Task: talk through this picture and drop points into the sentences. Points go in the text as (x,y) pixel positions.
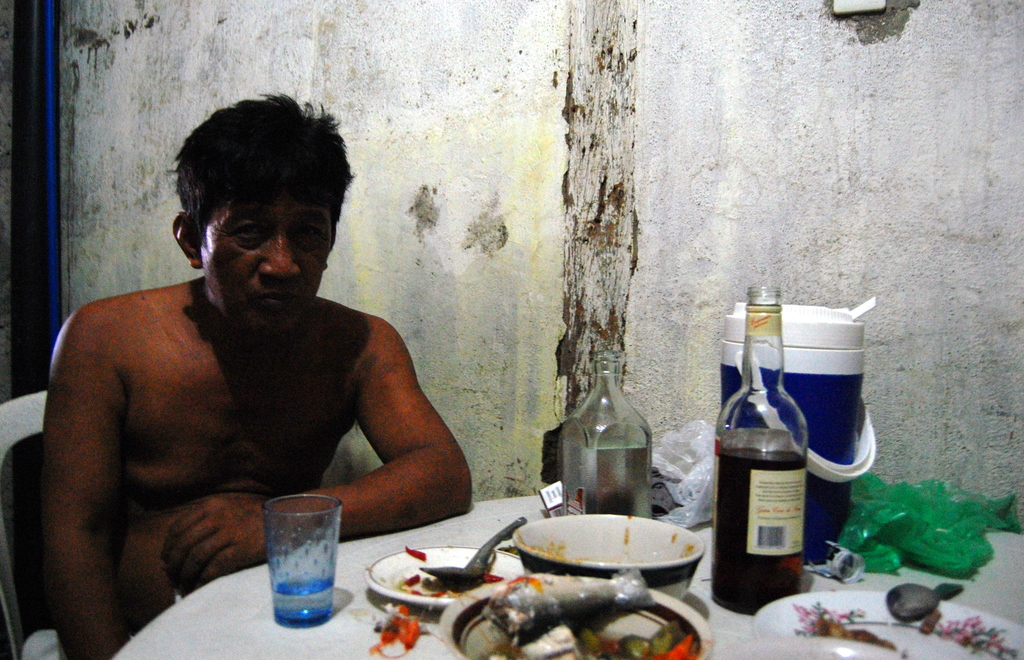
This is a picture of a person (219,444) who is sitting on the chair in front of the table (338,569) on which there are two bottles (738,532), bowl (571,570), glass (270,547) and something placed.
